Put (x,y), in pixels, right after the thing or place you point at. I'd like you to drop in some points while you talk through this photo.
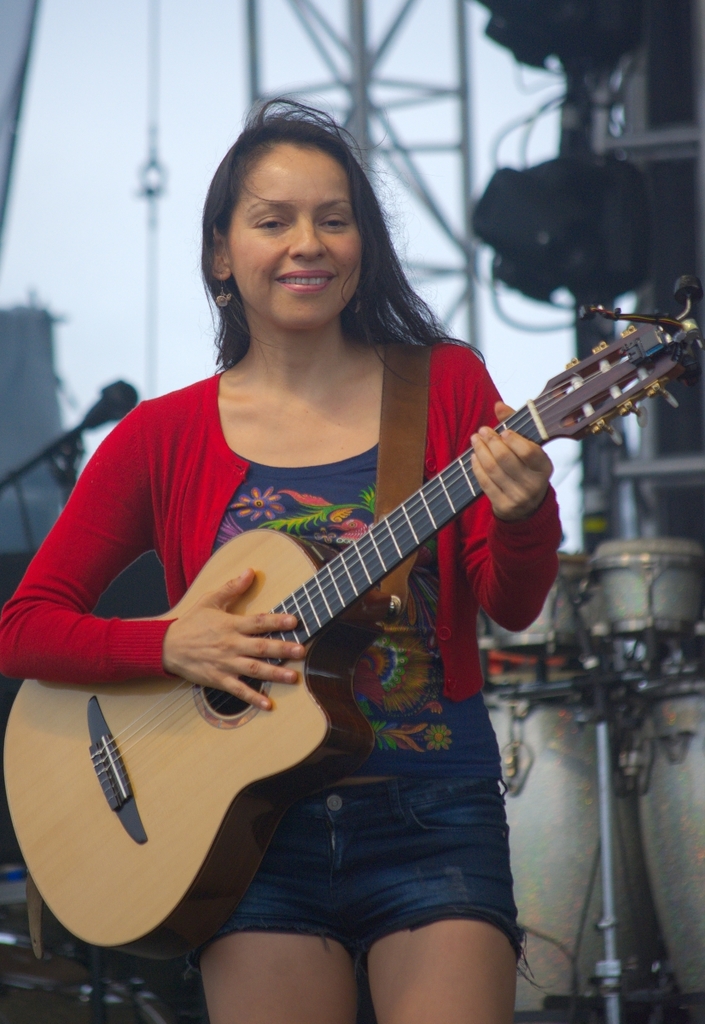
In the image we can see there is a woman (264,511) who is standing and holding guitar (41,864) in her hand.
